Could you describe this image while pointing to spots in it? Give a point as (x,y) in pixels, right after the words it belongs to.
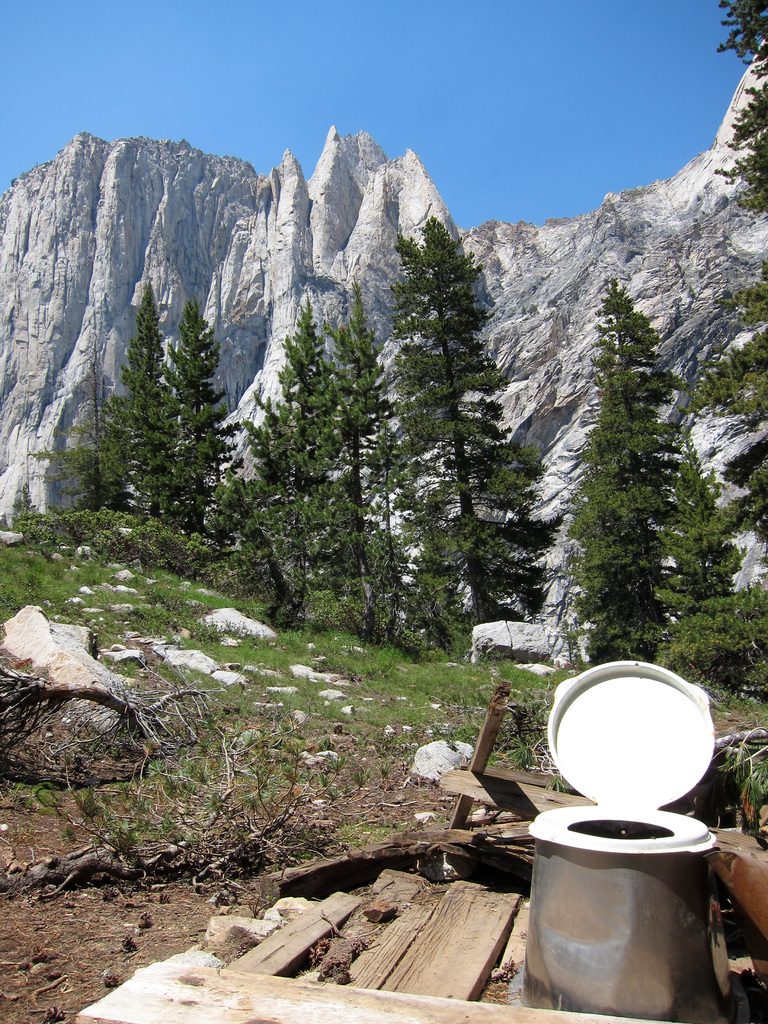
Here we can see a commode (599,805) and this is grass (350,698). In the background (401,427) we can see trees (644,435), mountain (586,341), and sky (390,103).
